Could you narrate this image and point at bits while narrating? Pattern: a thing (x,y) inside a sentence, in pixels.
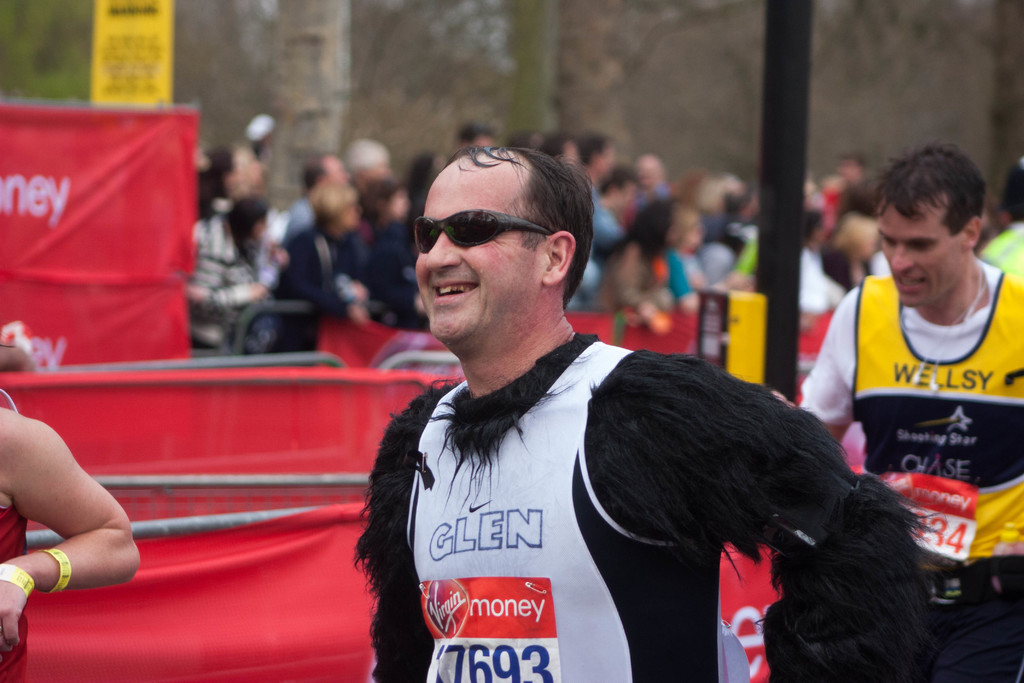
In this image I can see few people (693,286) are wearing different color dresses (881,302). Back I can see few red cloth (312,464), poles (272,484), signboards (134,19) and background (628,24) is blurred.
